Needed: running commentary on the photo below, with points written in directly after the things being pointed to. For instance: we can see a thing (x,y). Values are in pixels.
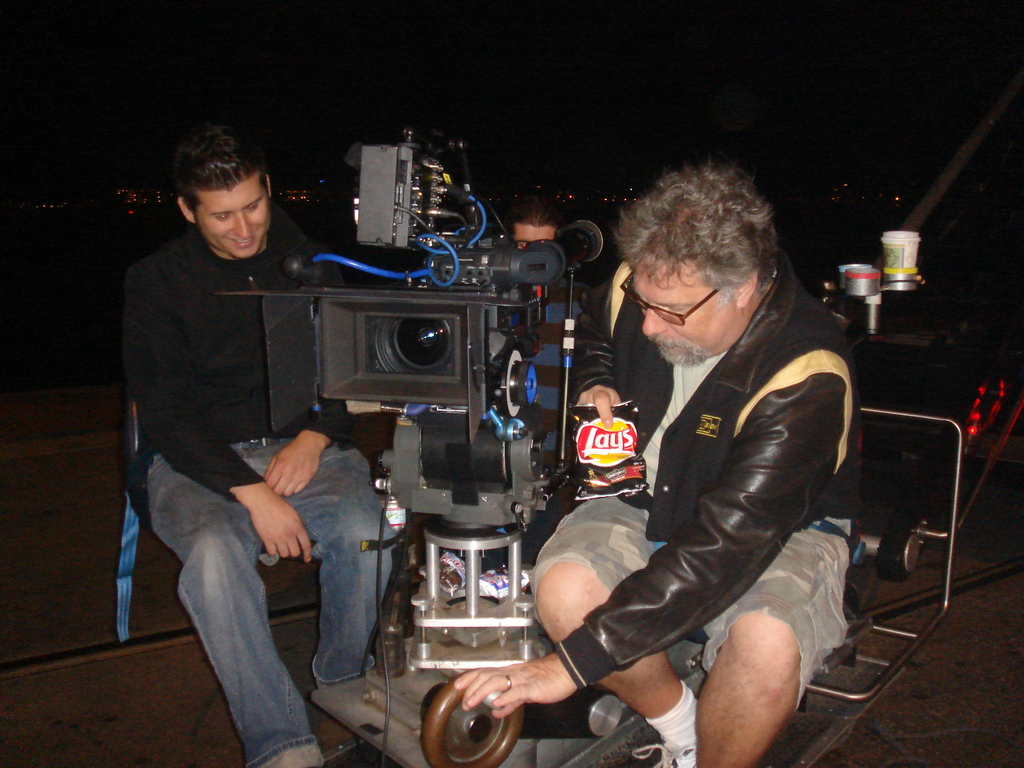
In this image there are few persons (289,438) sit on their chairs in between them there is a camera (386,320). The background (53,100) is dark.
